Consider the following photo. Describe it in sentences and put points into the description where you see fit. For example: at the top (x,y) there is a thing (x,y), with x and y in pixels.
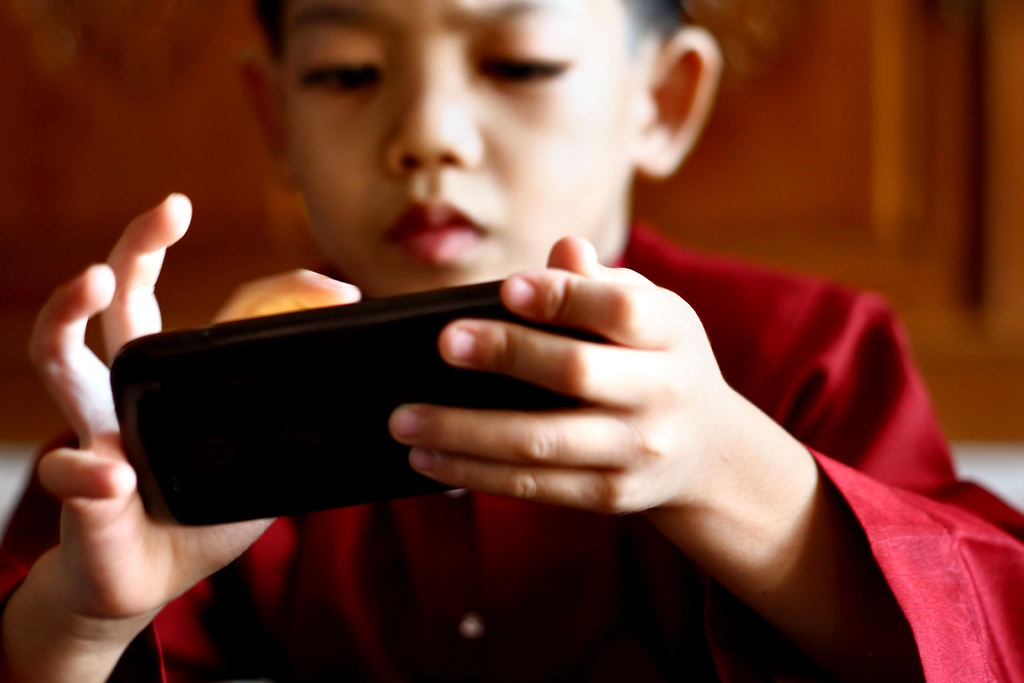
There is a boy (97,471) in this picture, holding a mobile phone (292,383) in his hands (713,366). He is wearing a red color dress (313,577).
